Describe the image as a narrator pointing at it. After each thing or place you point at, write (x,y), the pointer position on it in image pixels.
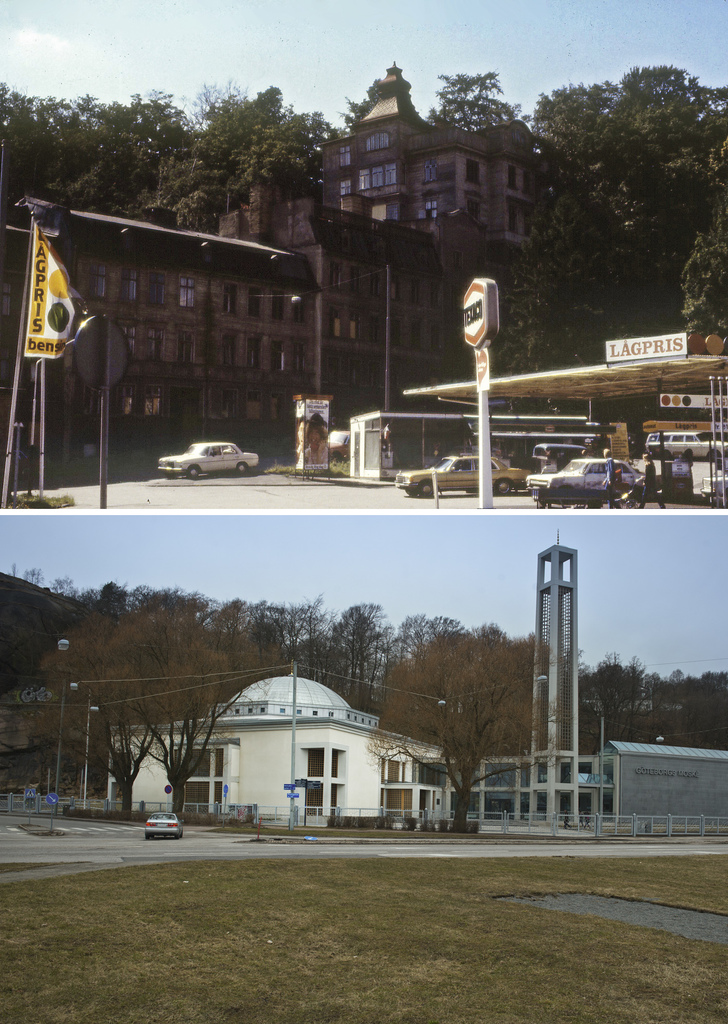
The picture is the collage of two images. In the first image I can see a building (433,237), few trees (618,220) and few cars (448,461). In the second picture I can see a building (351,802), a car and few trees (344,656) in the background (405,664).
